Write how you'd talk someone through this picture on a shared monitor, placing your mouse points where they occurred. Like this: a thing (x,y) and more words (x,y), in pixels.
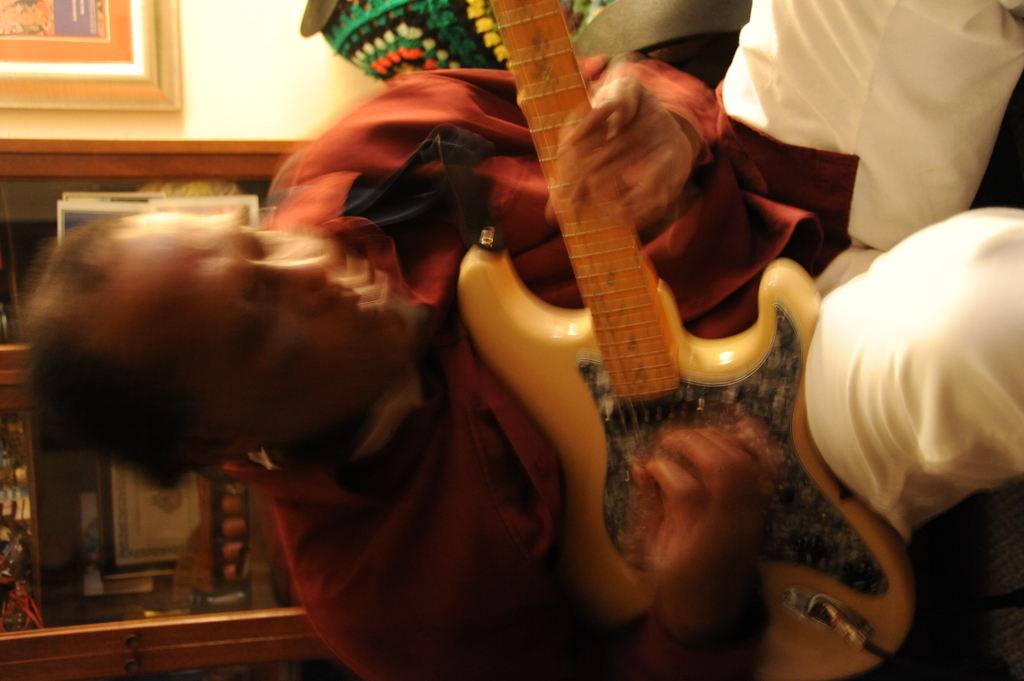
In this image there is a man (604,61) playing a guitar (525,94) with his hands (612,186), in the background (240,35) there is wall (262,28) to that wall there is a cupboard (258,644) in that cupboard (261,635) there are objects (209,604).
